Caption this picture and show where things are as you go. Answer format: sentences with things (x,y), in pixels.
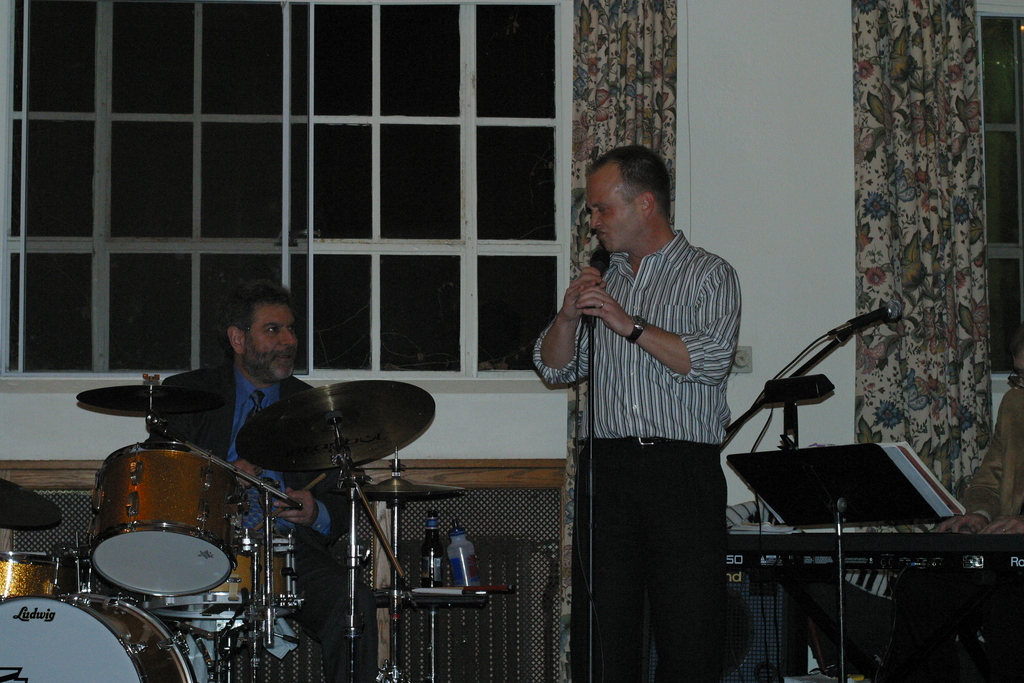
This is the man (643,406) standing and holding the mike (607,255). These are the drums (222,496) and a hi-hat instrument (390,504). This looks like a bench (453,595). I can see a person (331,569) sitting. There are two bottles (431,580) and a book (459,588) placed on the bench (442,597). These are the glass windows (353,313). I can see the curtains (638,70) hanging. This is the mike (873,326), which is attached to the mike stand (729,430). This looks like an orchestral music stand (863,477). At the right corner of the image (1003,448), I can see a person (1001,489) sitting and playing a piano (861,546).
